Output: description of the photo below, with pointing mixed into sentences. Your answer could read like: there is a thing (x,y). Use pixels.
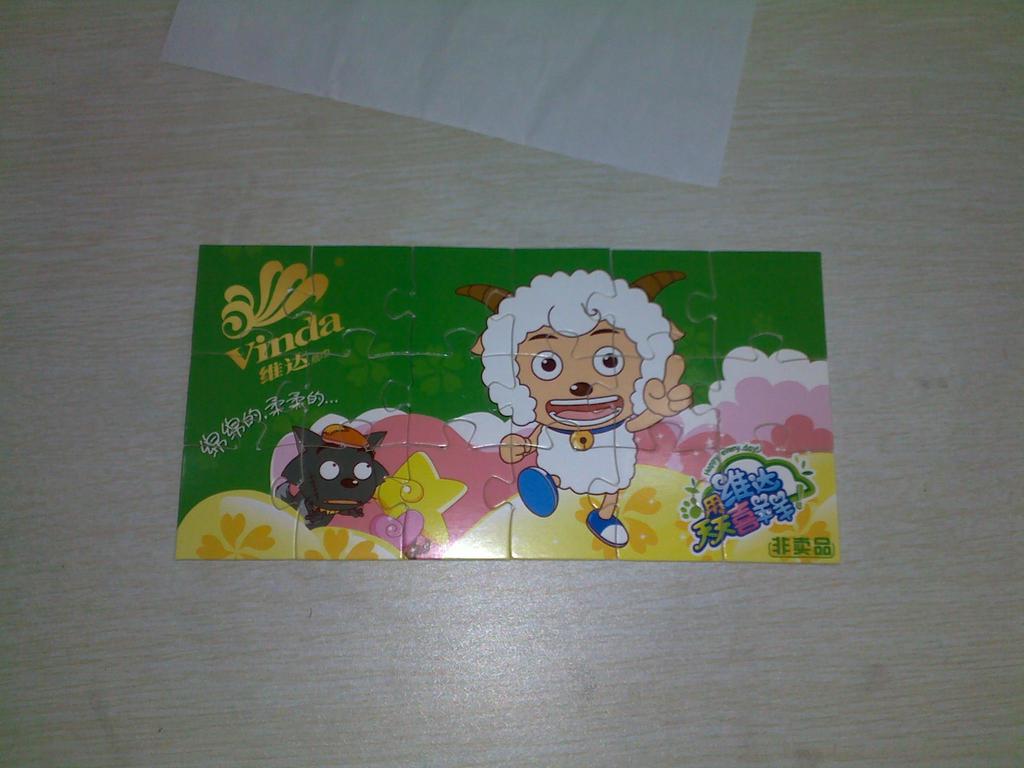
In this image I can see puzzle pieces (349,352) and on it I can see few cartoons (321,477) and I can also see something is written. I can see colour of these pieces (497,302) are green, pink, yellow and blue. I can also see white colour thing (185,61) over here.
